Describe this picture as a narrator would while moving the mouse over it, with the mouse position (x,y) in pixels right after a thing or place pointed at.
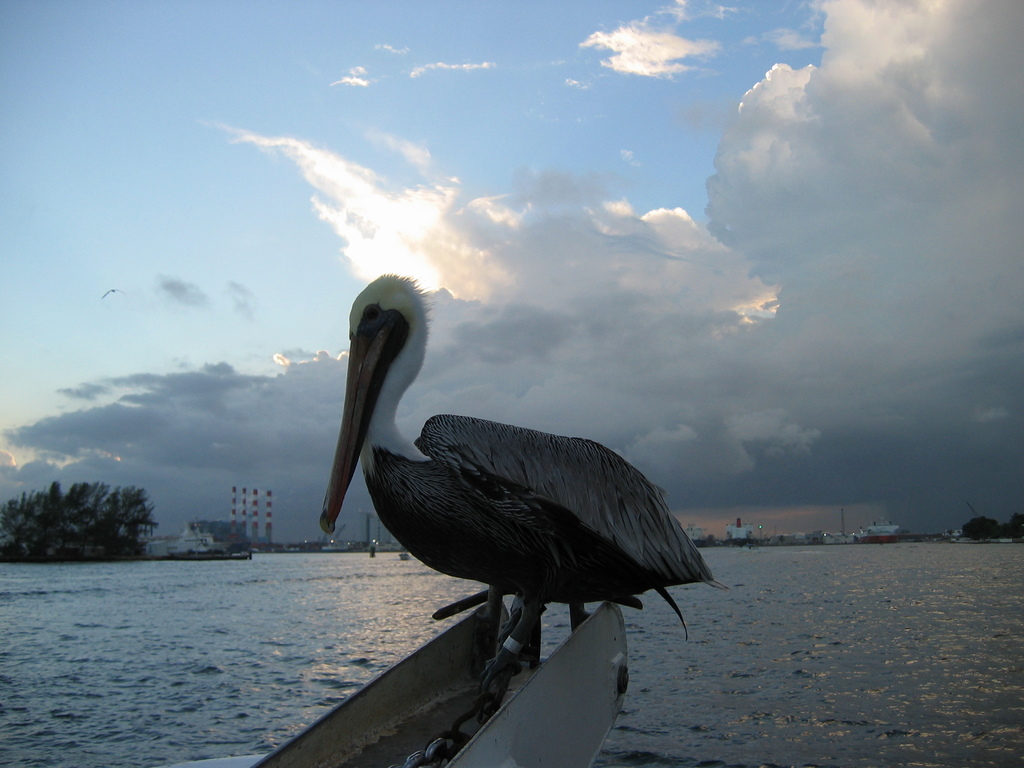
In this image in the foreground (482,575) there is a bird (432,558). In the background (462,596) there is water body (235,573), trees (90,523), buildings (160,536). The sky (639,295) is cloudy.
